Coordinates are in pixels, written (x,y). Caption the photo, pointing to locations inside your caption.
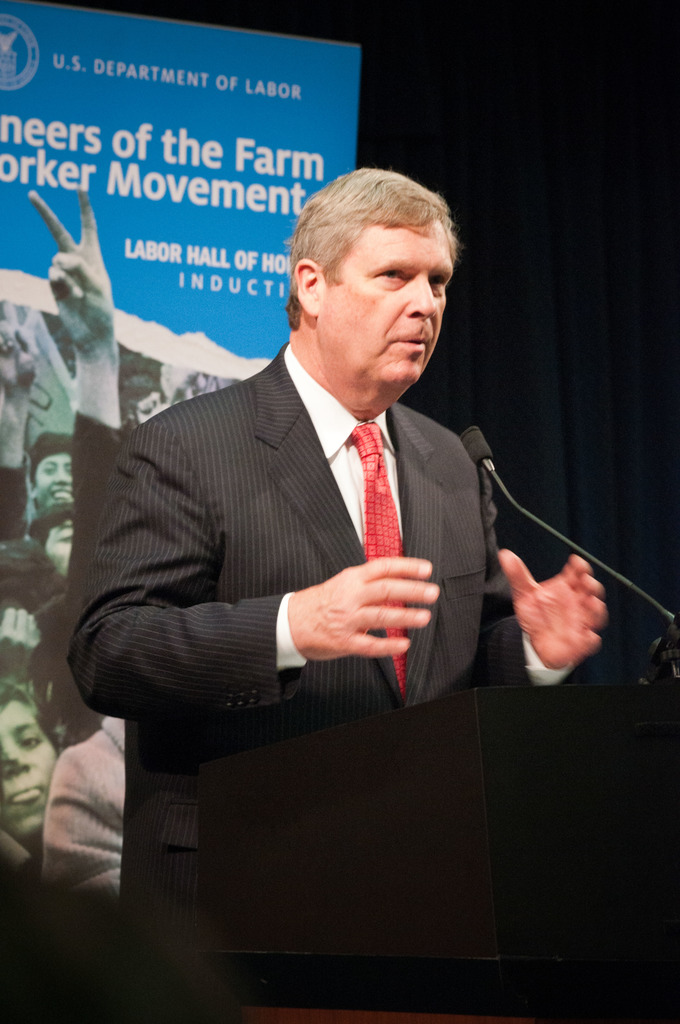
In this image we can see a man (284,617) wearing the suit (334,528) and standing in front of the podium (530,871) and talking. We can also see the mike (502,486). In the background (187,194) there is a banner (119,135) with text (199,191) and also human images (53,746). We can also see the black color background (558,313) on the right (617,461).
